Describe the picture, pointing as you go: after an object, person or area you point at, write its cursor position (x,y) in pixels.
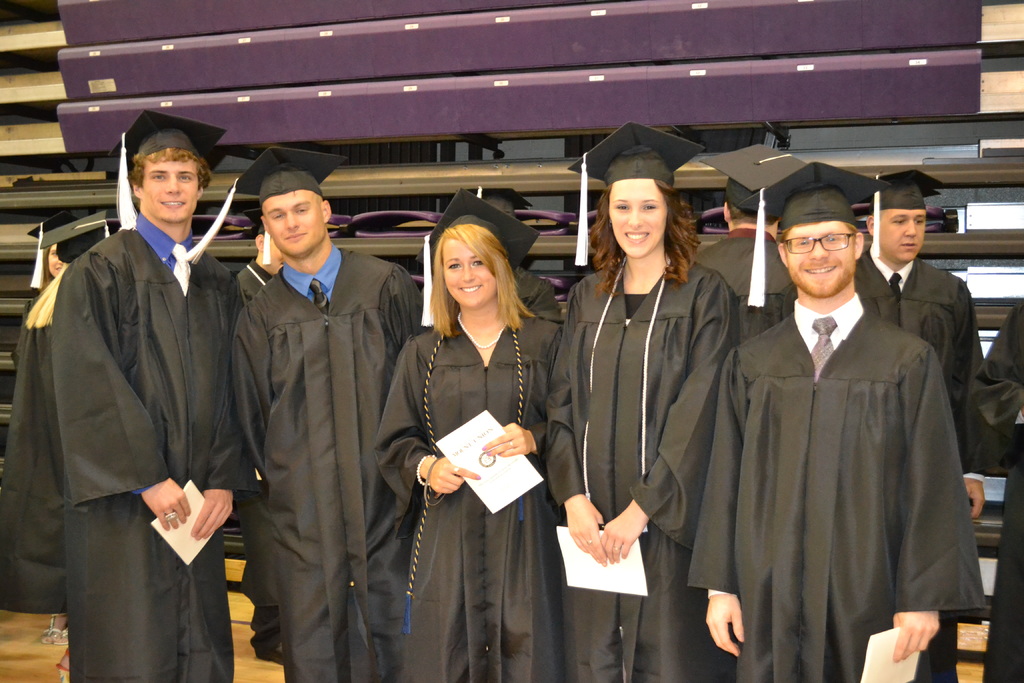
In this picture we can see there are groups of people (551,388) in the academic dresses (362,301). Some people (475,390) holding the papers (185,497). Behind the people (600,484), there are some objects (354,66).
